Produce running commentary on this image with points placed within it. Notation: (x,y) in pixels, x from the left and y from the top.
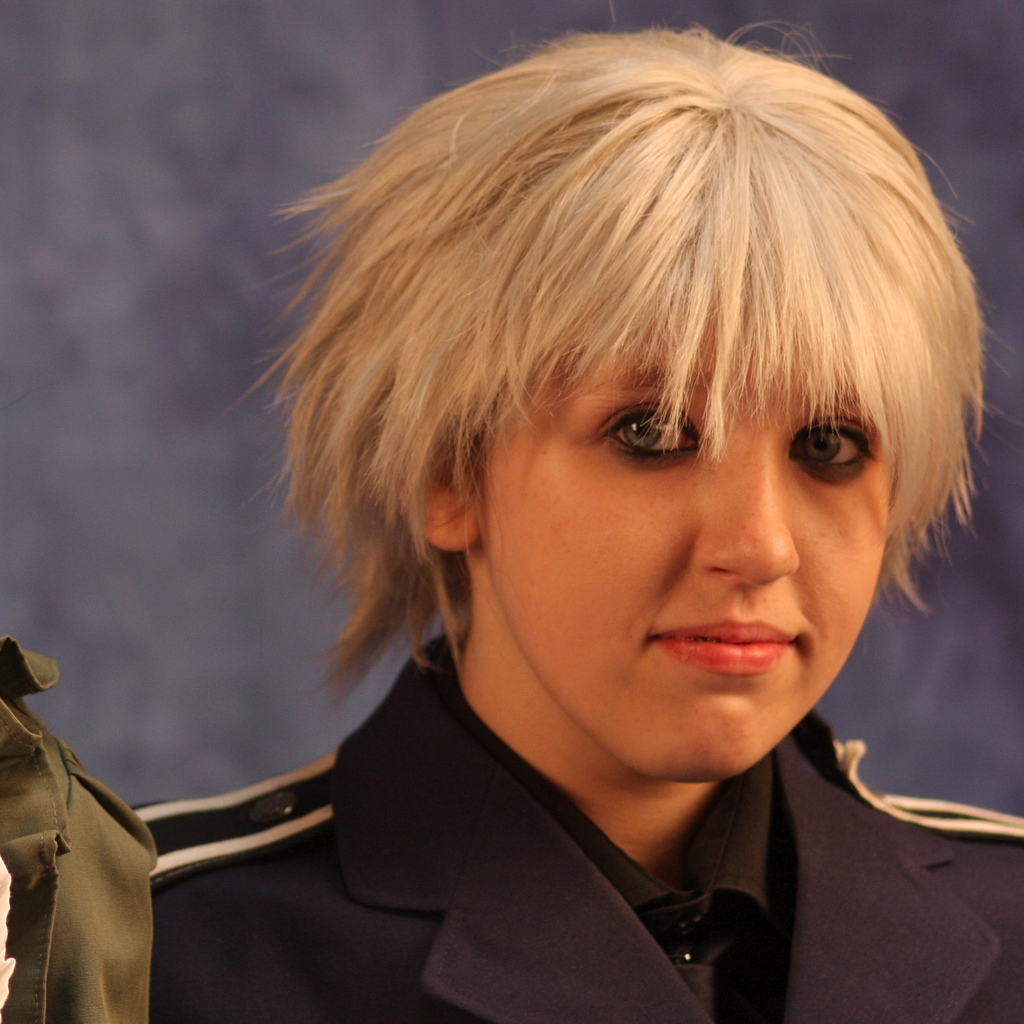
In the center of the image (558,487), we can see a person (400,733) wearing uniform (216,832) and we can see a cloth (50,889). In the background (102,152), there is a wall (245,70).
